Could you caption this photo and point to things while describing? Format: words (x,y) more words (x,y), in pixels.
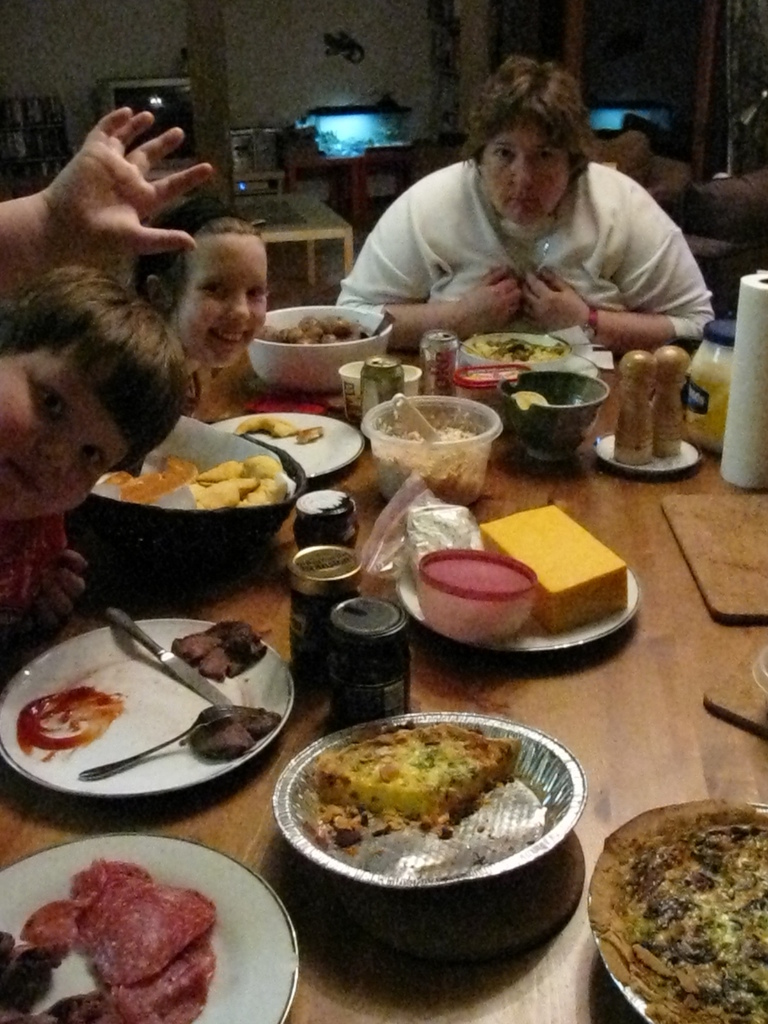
This picture shows plates (277,718), Bottles (360,685) And bowls (349,319) with food (178,1008) and we see couple of cans (427,360) on the table (224,839) and we see a woman (437,228) and a couple of kids (40,326) seated on the chairs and we see another table (316,204) on the back (271,215) and a decoration (336,50) on the wall (311,71).
